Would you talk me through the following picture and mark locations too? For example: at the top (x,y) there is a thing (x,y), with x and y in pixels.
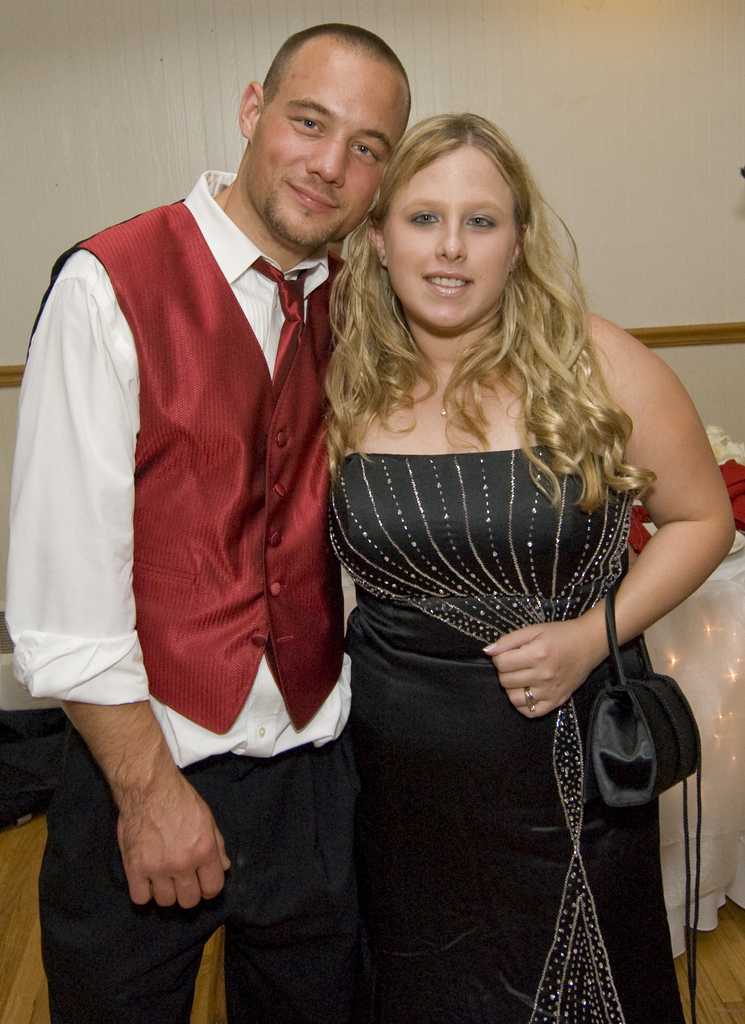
In this image in the foreground (246,466) there is one man (354,150) and one woman (406,406) who are standing and woman (569,633) is holding a hand bag (641,703), and in the background (703,669) there is a table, cloth (715,616) and some objects (736,487) and there is a wall (22,121). At the bottom (725,949) there is floor (722,963).
